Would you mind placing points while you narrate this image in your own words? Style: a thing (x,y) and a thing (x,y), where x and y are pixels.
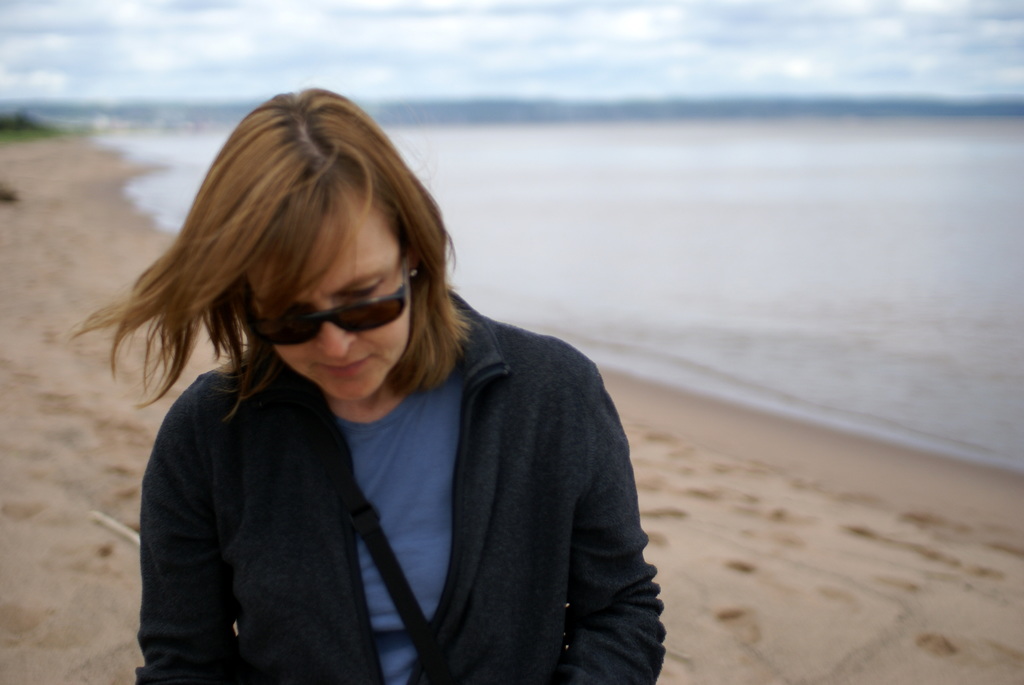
In this image, we can see a person (545,506) wearing clothes (319,484) and sunglasses (318,322). In the background of the image (687,376), we can see a beach (756,416) and sky (304,77).
